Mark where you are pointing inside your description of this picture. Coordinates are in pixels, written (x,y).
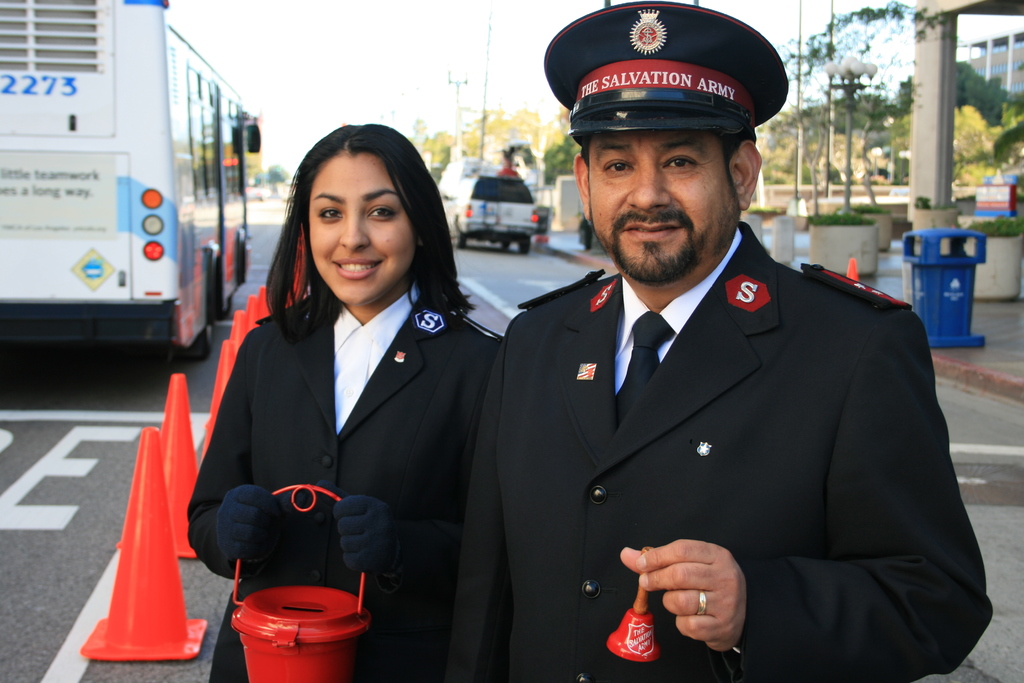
In the foreground of the image (725,468) we can see a person (711,470) holding a bell (634,631) in his hand (697,608) and a woman (356,378) holding an object (344,613) in her hands (263,506). On the left side of the image (148,546) we can see some cones (231,349) placed on the ground (103,666). On the right side of the image (938,155) we can see a building (1015,72), pillars (921,155), some poles (848,204), plants (839,221) in pots (926,218) and a trash bin (954,285) placed on the ground (996,361). In the background (108,200), we can see some vehicles (109,245) parked on the road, a group of trees (511,132) and the sky (353,71).
